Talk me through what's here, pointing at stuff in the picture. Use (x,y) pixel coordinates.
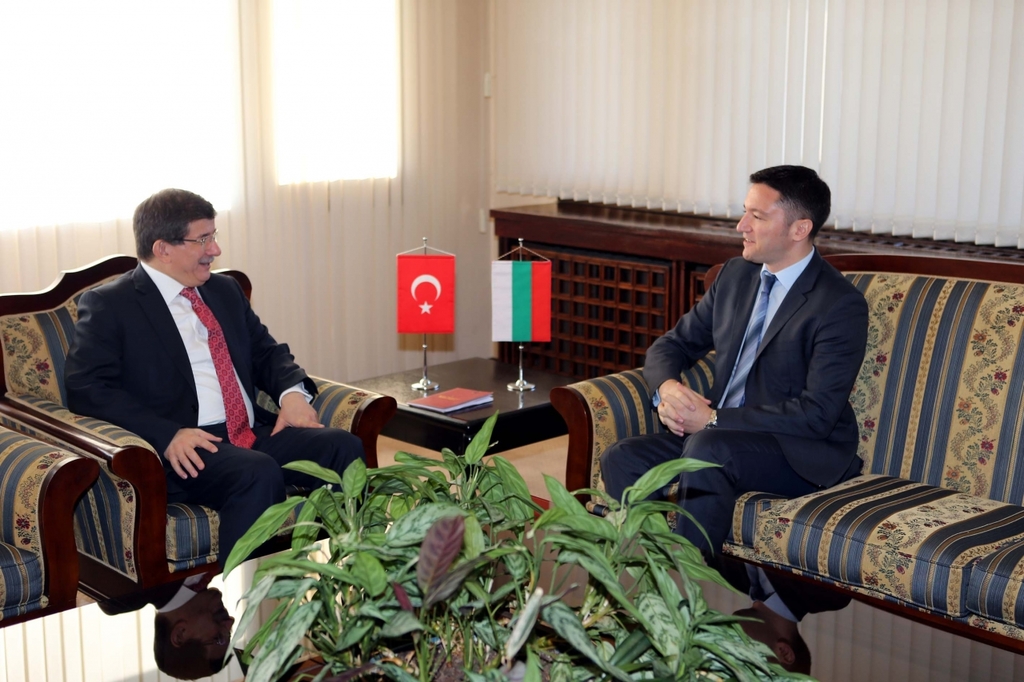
In this picture we can see two persons (330,436) are sitting in a couch (570,389), in between them there is a table (471,424) on which we can see two flags (412,277) and book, behind we can see windows (123,162) to the wall (402,28) and there is one potted plant (496,606).
